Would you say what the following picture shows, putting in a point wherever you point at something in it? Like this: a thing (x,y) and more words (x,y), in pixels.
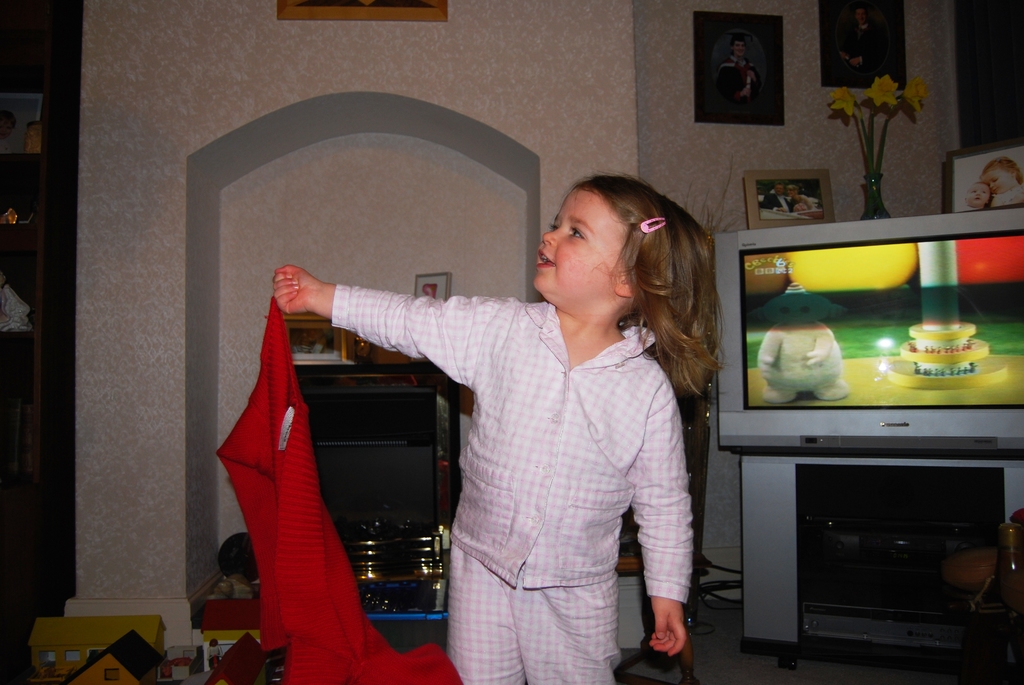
In the foreground of the picture (576,367) we can see a girl (580,335) playing with cloth (310,626). On the left (110,647) there are toys (250,620). On the right (993,320) there are frames (821,217), flower vase (872,144), television (855,426), cables (720,569) and other objects (792,559). In the background (411,208) there are frames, desk (881,592), wall (328,96) and other objects (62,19). On the left (40,433) it might be a door (27,173) or some wooden object (39,154).
